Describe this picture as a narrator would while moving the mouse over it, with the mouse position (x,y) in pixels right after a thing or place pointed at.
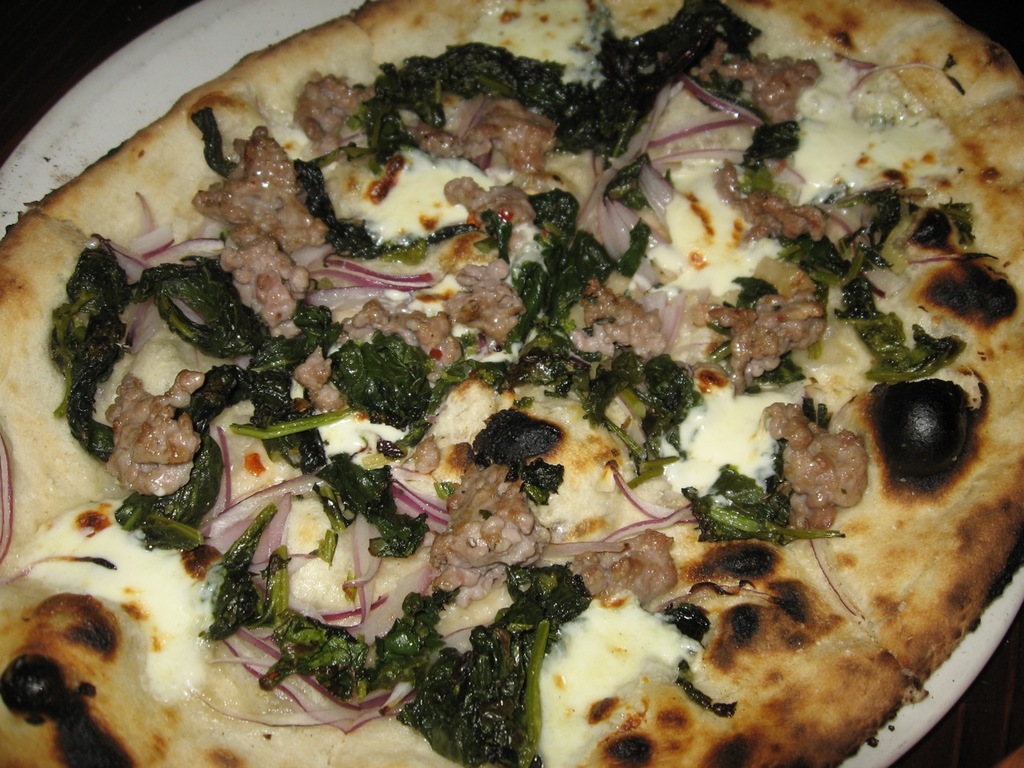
In this image, I can see a pizza (435,385) on a plate (126,86).
